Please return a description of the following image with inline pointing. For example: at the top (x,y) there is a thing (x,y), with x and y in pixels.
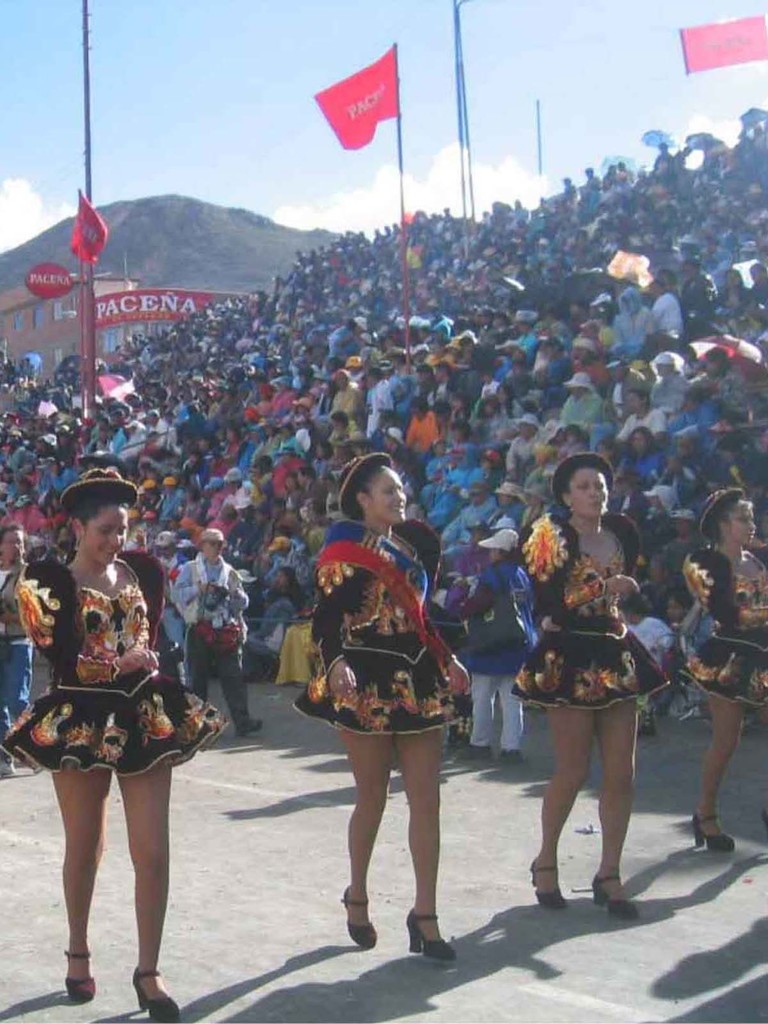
In this picture we can see some people (71,805) standing in the front (204,743), in the background (342,351) there are some people (435,385) sitting, we can see a flag (364,111) here, there is the sky (380,133) at the top of the picture (242,28), on the left side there is a pole (83,280).
